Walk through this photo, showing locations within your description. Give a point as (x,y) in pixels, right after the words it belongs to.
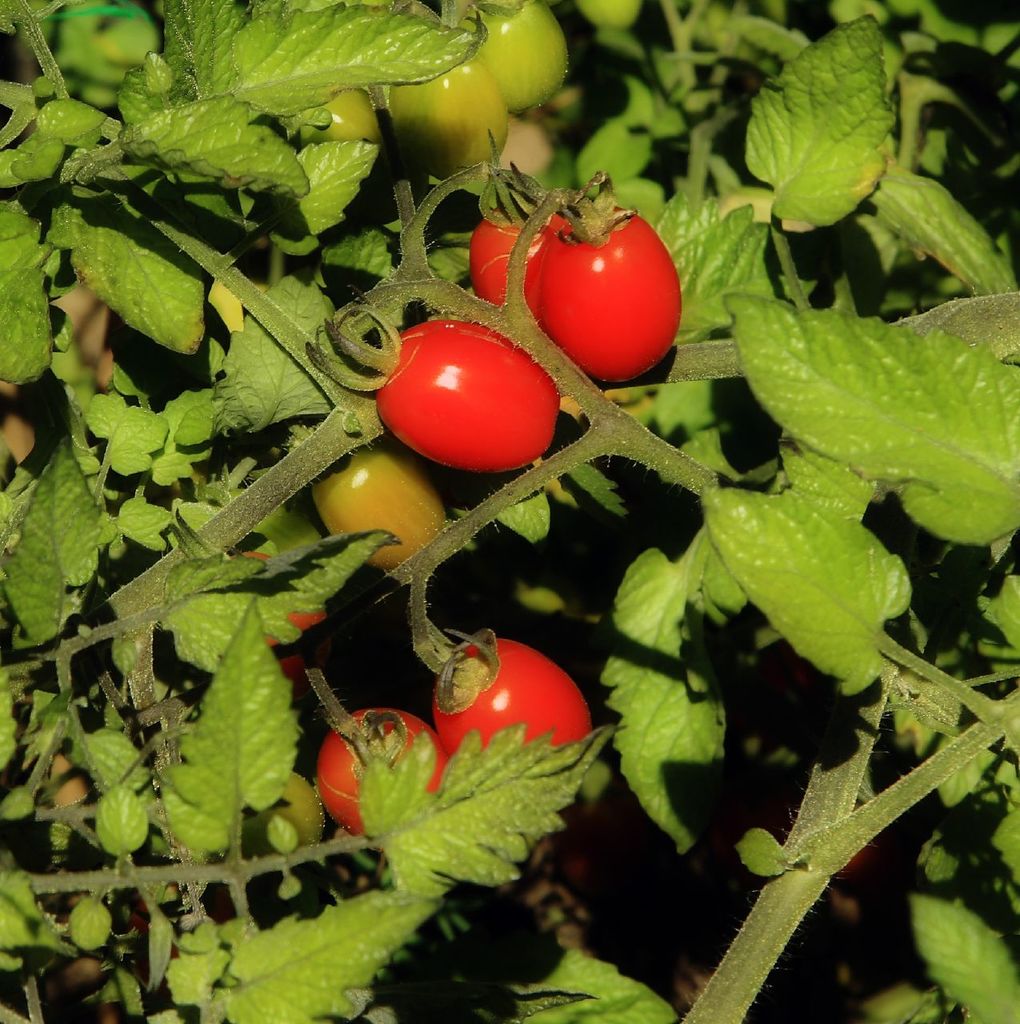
In this picture there are tomato plants (541,334) and tomatoes (432,396).
